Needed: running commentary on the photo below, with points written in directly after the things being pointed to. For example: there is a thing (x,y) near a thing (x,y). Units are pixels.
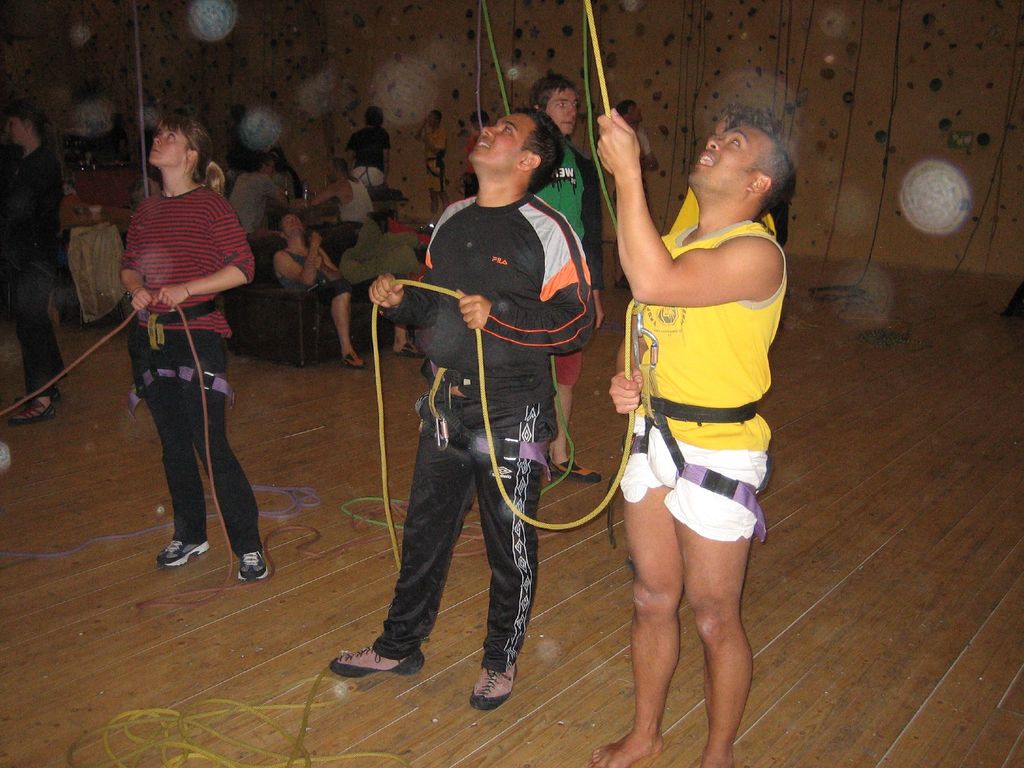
In the picture we can see three people (494,208) are standing and holding a rope (248,705) and looking up and behind them we can see some people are sitting on the sofa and some are sitting near the table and in the background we can see the wall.
